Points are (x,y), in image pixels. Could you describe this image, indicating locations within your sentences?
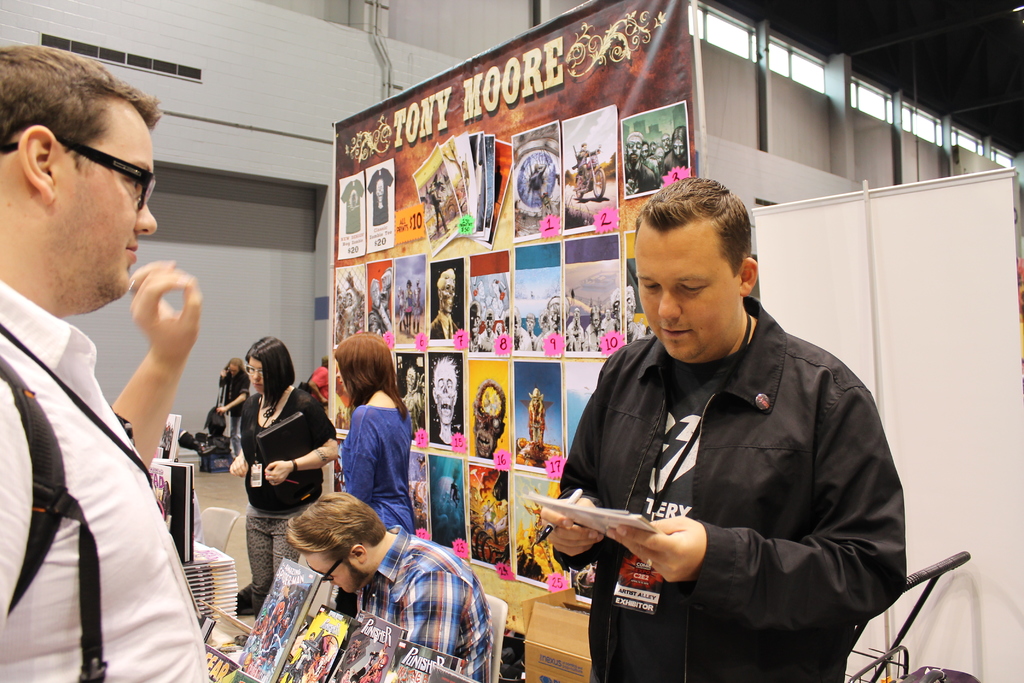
In this image there is a person (592,447) standing and holding a book (579,517) and a pen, another person (131,663) standing beside him, and at the background (442,631) there are books (312,664) and a name board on the table (220,629), a person (437,594) sitting on the chair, banners (533,594) attached to the poles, trolley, bags (213,413), group of people (231,405) standing, air conditioner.
